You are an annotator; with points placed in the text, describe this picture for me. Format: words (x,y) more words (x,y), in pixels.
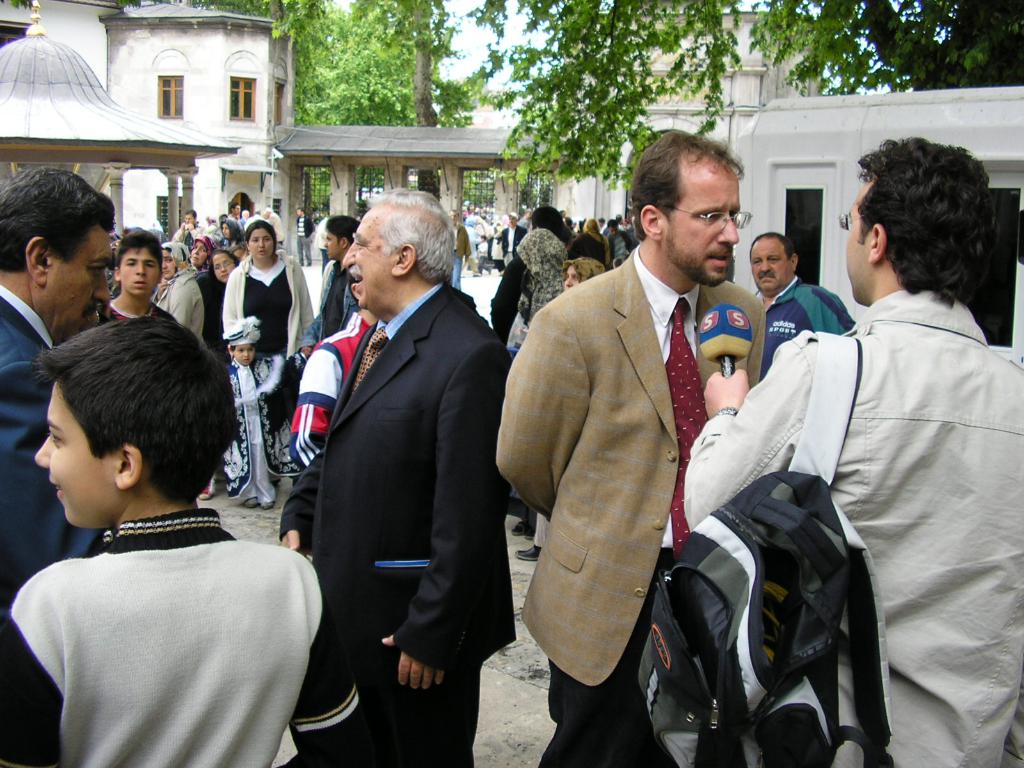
In this picture I can see a group of people (590,310) in the middle (441,471). In the background (799,194) there are buildings (300,132) and trees (360,73).
